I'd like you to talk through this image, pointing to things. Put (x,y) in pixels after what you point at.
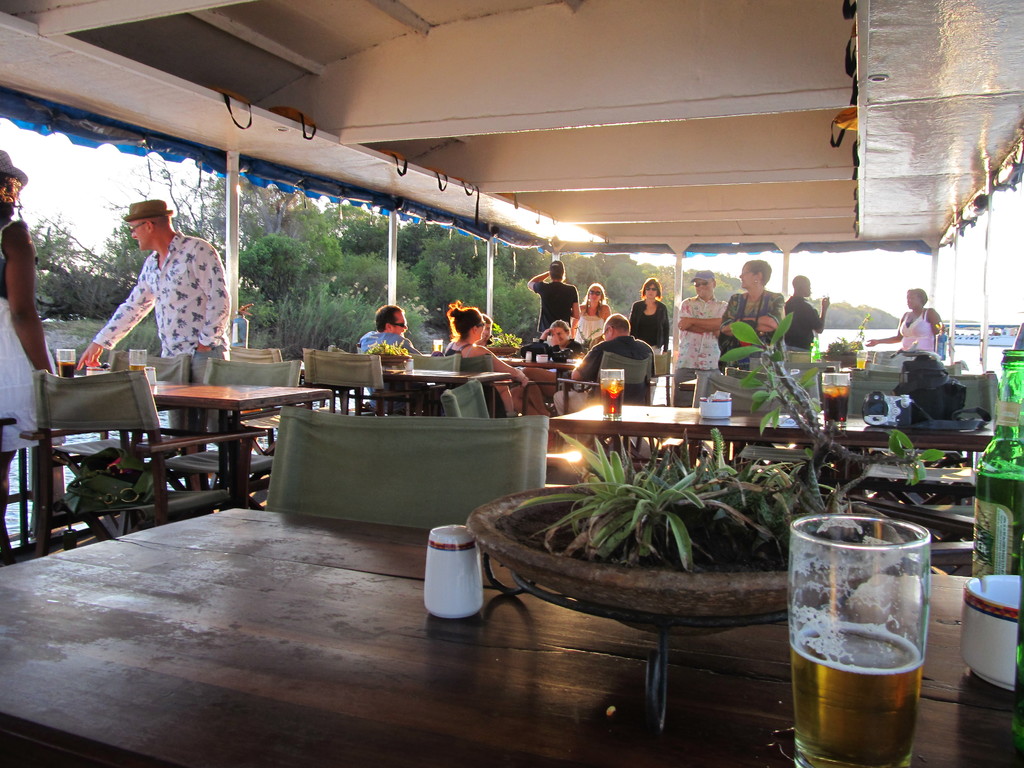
The image is taken at the outdoor. On the left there are two people (177,317) standing and there are people (587,403) sitting around the tables (501,372). In the background (383,281) we can see people (648,332), trees (286,249) and sky (106,182).
